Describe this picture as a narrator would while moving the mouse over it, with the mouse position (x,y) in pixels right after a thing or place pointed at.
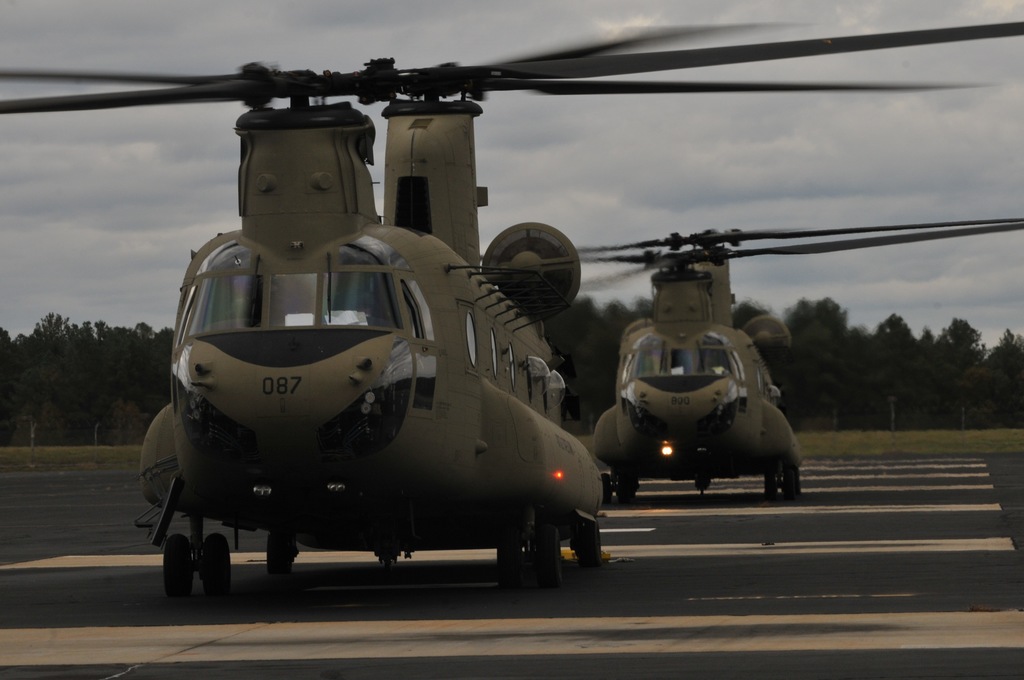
In this image two helicopters (731,350) are on the road (687,598). Behind there is grassland (1010,448) having few trees (950,427). Top of image (86,203) there is sky (718,211).
